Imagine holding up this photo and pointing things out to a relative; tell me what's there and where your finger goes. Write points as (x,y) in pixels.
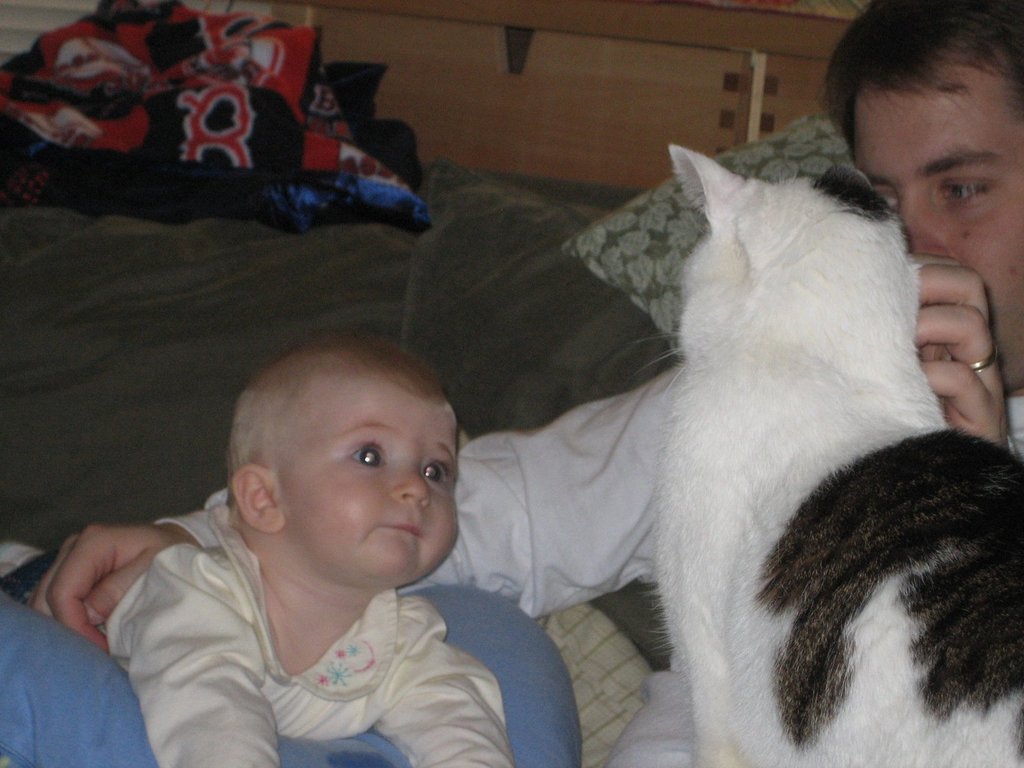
In the image there is a baby (367,685) beside that there is a man (656,730), he is holding a cat (823,328) in his hand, the baby (341,540) is looking at the cat (673,483), in the background (644,260) there is a bed sheet (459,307), pillow (629,254) and wooden cupboard (588,137).
